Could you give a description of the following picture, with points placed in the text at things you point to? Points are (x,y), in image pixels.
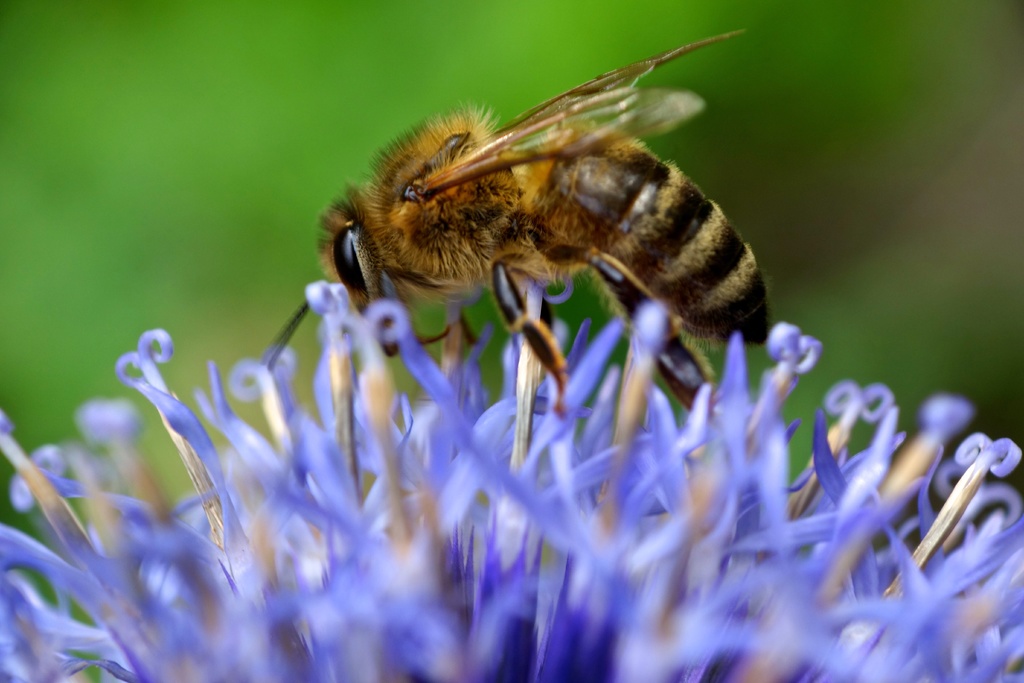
In this picture we can see the honey bee (738,299) which is standing on the flower (351,517). In the background (314,104) we can see the trees (316,101).
